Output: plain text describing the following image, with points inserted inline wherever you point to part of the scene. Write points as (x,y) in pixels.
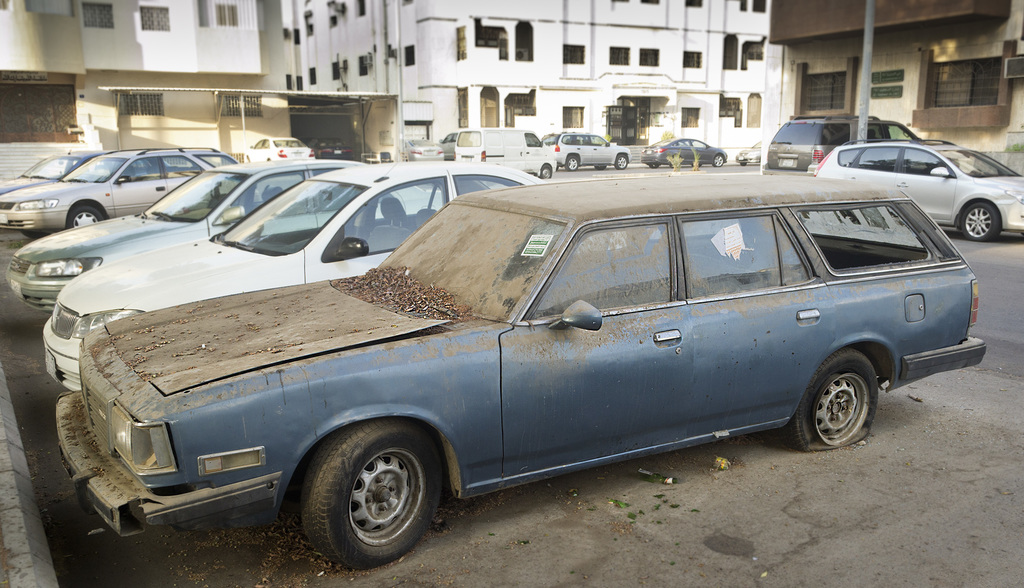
This image is clicked on the road (942,504). There are many cars (509,265) parked on the road (961,505). In the foreground (466,408) there is a car (626,367). There are dried leaves (390,291) and dust (342,314) on the car (590,193). In the background (500,24) there are buildings (758,35). In the top right (872,30) there is a pole (871,48) on the road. To the left (326,101) there is a shed (312,99) in front of the building (167,76).
